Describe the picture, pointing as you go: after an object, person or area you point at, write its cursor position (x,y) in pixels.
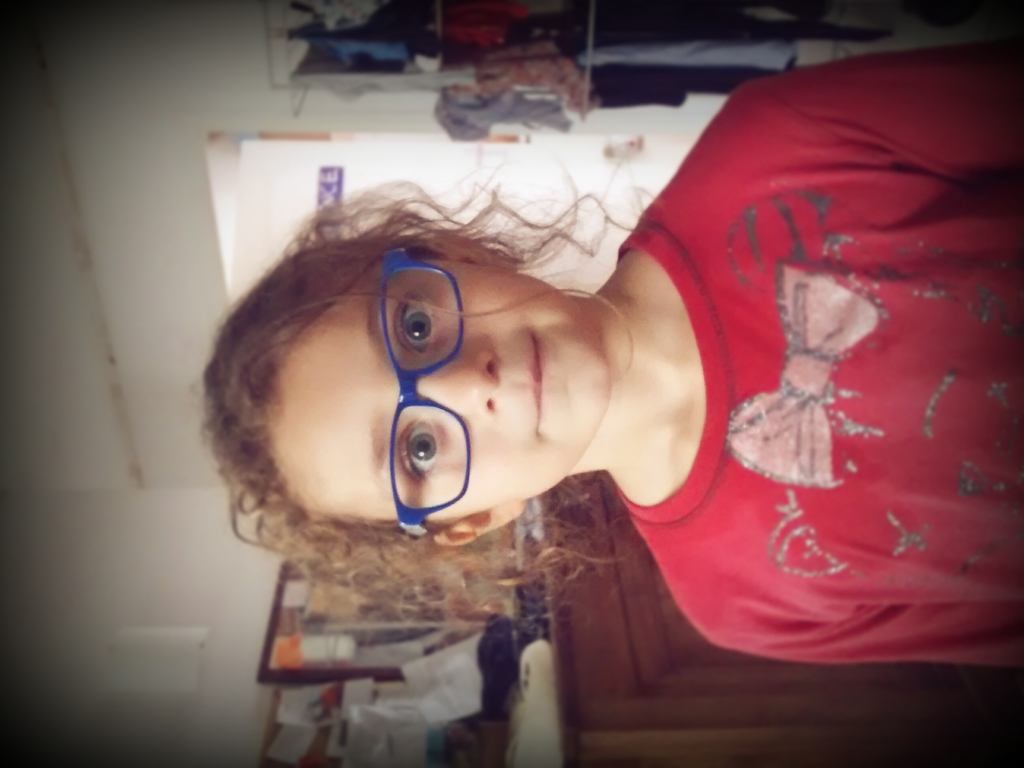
In this picture there is a girl (621,403) in red t-shirt (839,291) and wearing blue spectacles (437,316). In the background (452,652) there are papers (408,673), notice board (408,646), desk (571,589) and other objects (428,694) and there are door (312,169), closet (471,84), cloth (517,117). On the left (105,375) it is wall (128,333) painted white.
